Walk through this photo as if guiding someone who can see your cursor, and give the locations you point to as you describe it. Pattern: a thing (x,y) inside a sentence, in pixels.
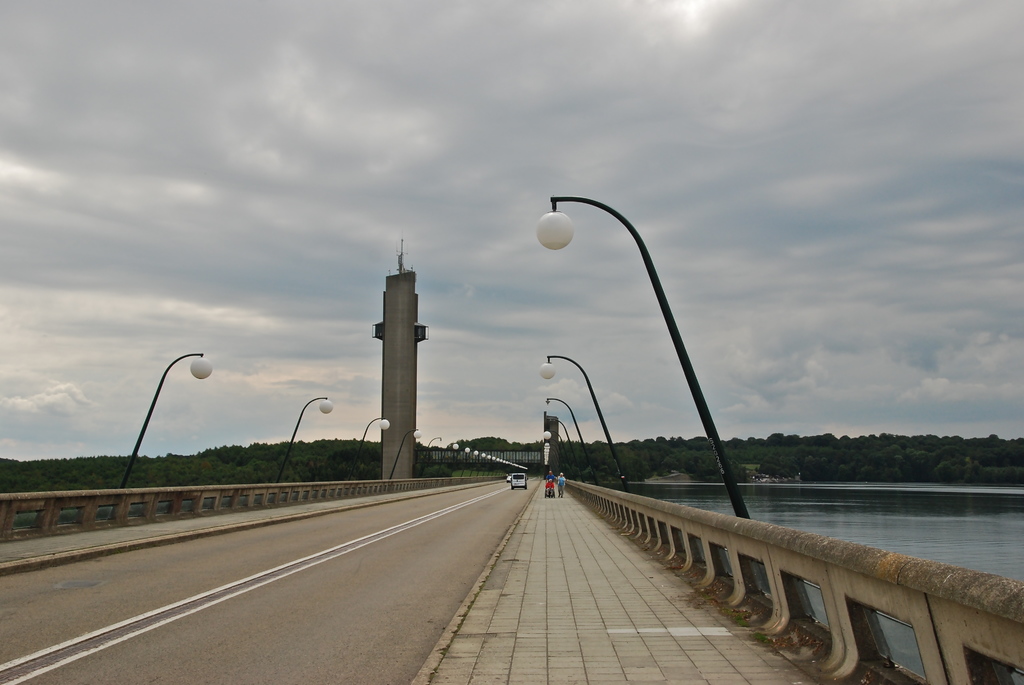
Here we can see a bridge (421,574) and on it there are few vehicle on the road (198,595) and on the footpath (535,494) there are few people (559,478) standing. In the background (337,462) there are light poles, trees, water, an object (405,353), poles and clouds (453,167) in the sky (549,117).
